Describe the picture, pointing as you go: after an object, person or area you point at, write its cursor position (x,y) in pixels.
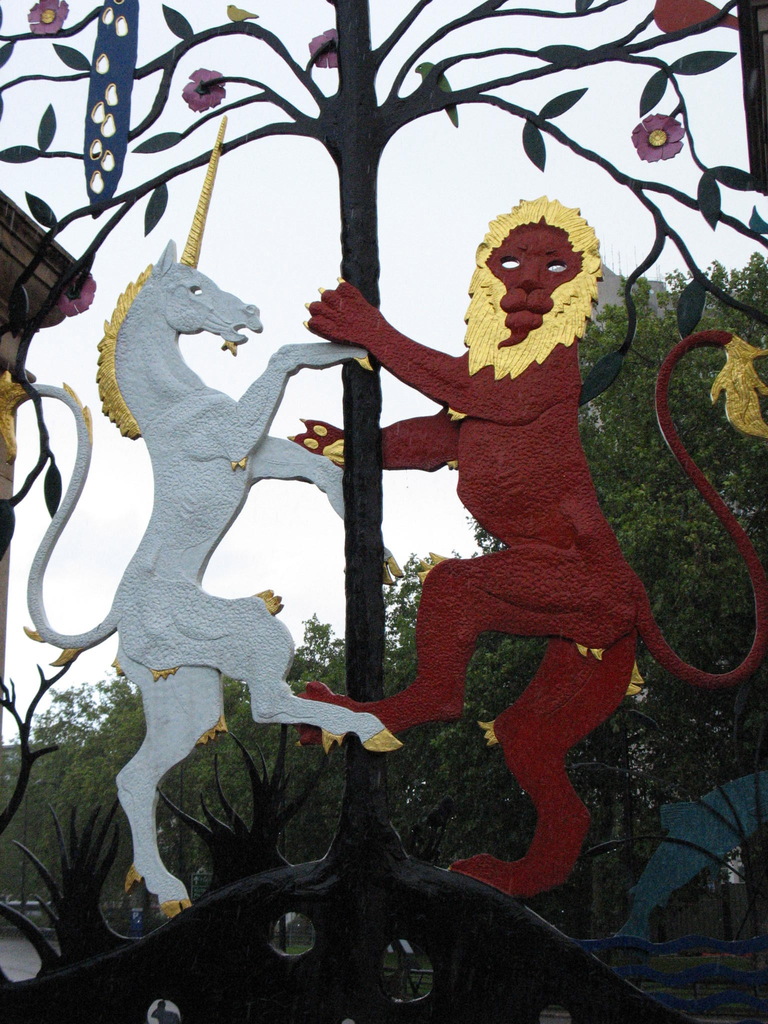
In this picture I can see a gate (383,606) which has the design (460,594) of animals (220,682). In the background (328,820) I can see trees (300,844) and sky (296,383).
